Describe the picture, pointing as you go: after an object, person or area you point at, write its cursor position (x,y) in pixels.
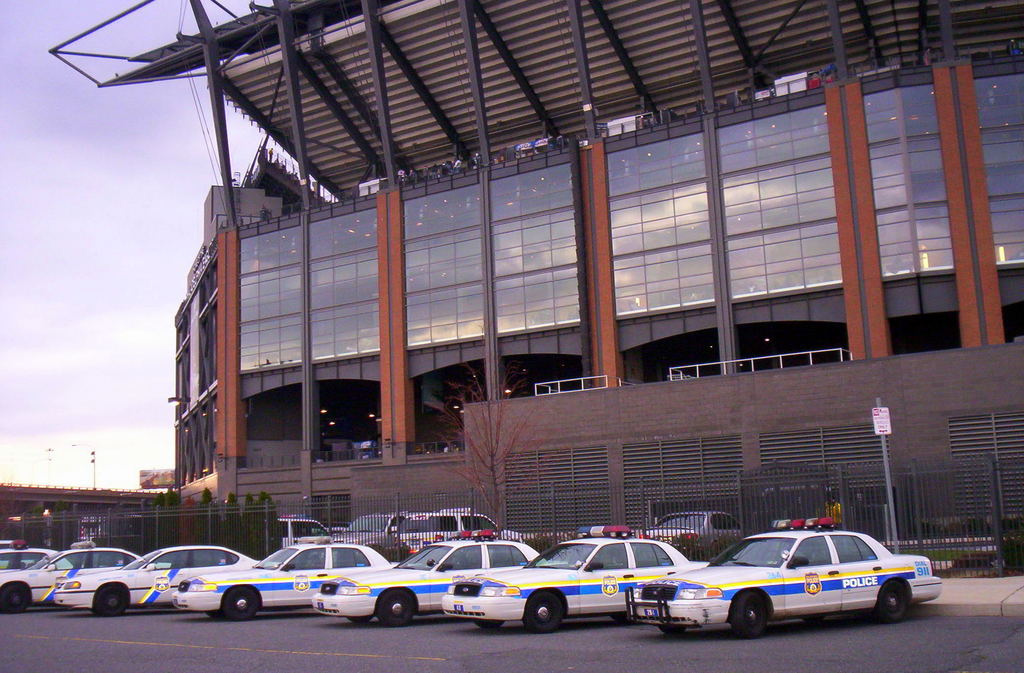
In this image, we can see vehicles (447,567) on the road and in the background (531,401), there is a building (360,347) and we can see a board (149,478), poles (891,514), trees (259,511), fence (897,491) and at the top (80,171), there is sky (98,198).
